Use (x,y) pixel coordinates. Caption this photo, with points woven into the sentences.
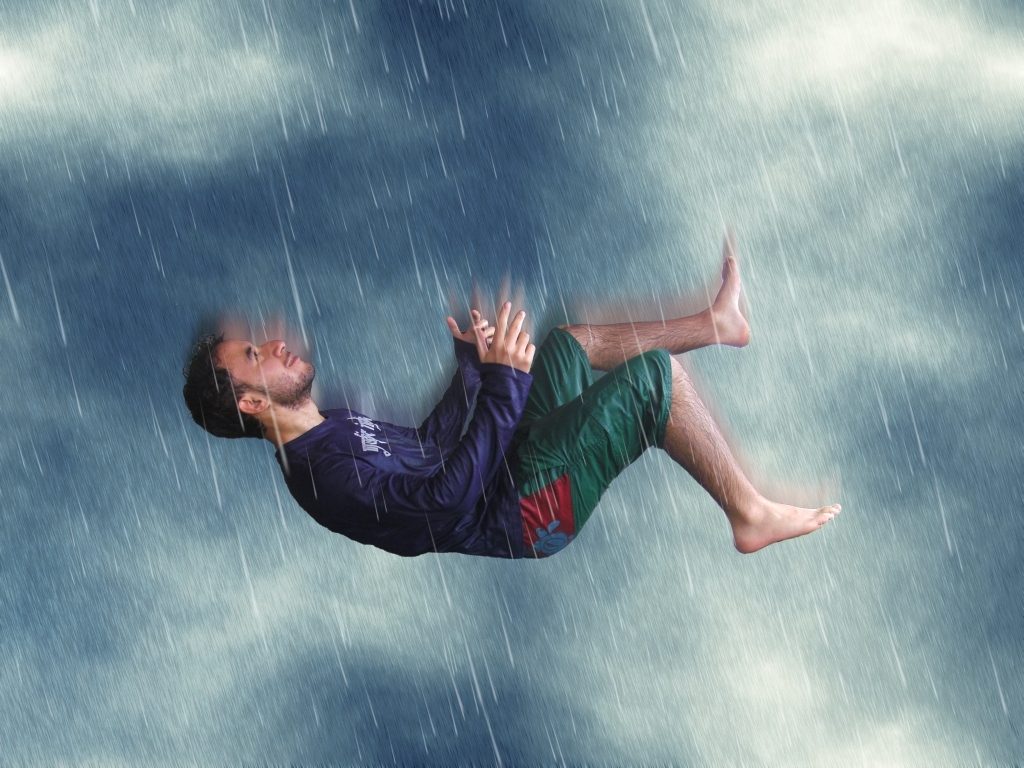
In this image I can see a man (438,439) wearing t-shirt (460,446), short (551,449). This is an edited image. It is looking like this is an image clicked in the raining.
